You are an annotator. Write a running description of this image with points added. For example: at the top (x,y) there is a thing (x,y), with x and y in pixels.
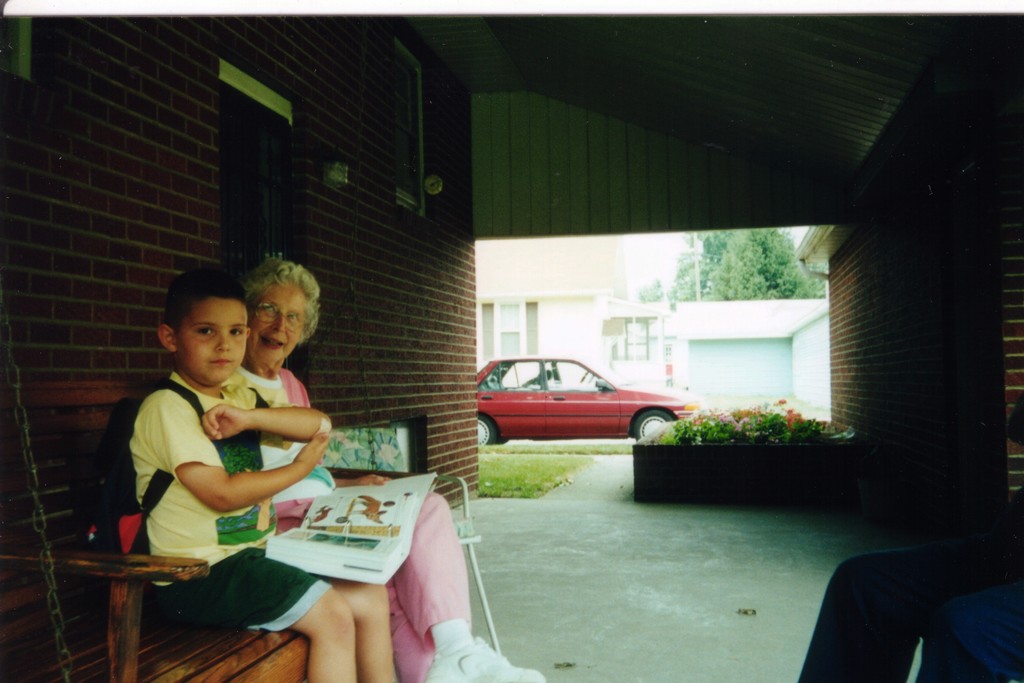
In this image I can see two persons (240,539) are sitting on a bench (214,682) on the left side (208,662). In the background (613,367) I can see few plants (701,419), a red colour car (691,410), few buildings (578,315) and a tree (735,234). I can also see she is holding a book (358,503).
